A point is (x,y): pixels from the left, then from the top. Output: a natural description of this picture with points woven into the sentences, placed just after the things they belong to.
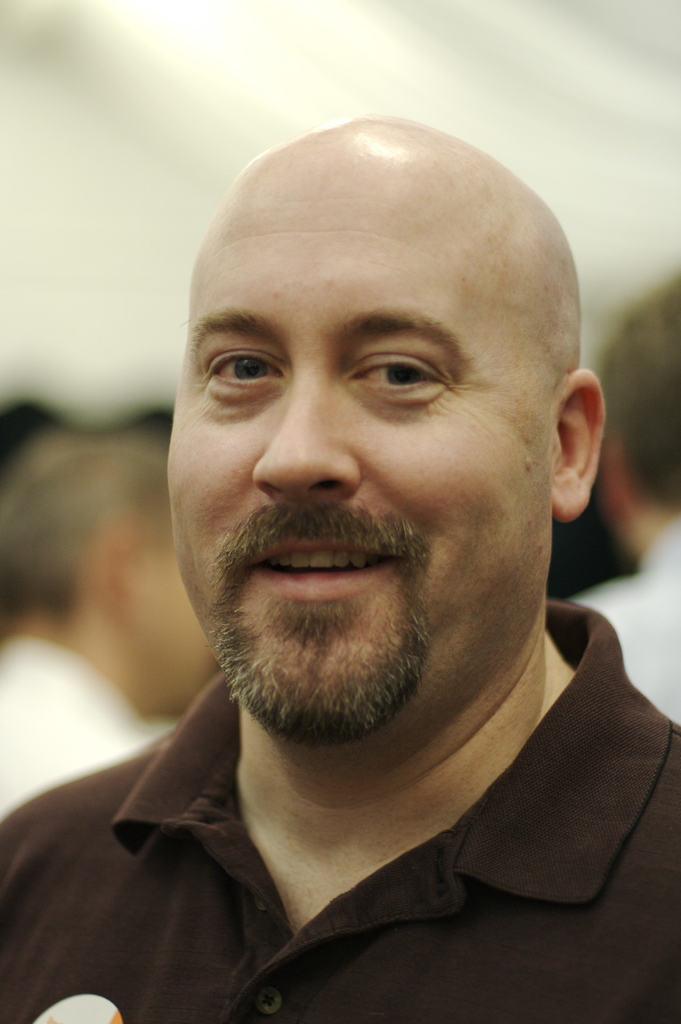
In this image in front (651,898) there is a person (393,843) wearing a smile on his face (258,477). Behind him there are few other people (607,411). At the top of the roof (154,60) there is light (238,47).
